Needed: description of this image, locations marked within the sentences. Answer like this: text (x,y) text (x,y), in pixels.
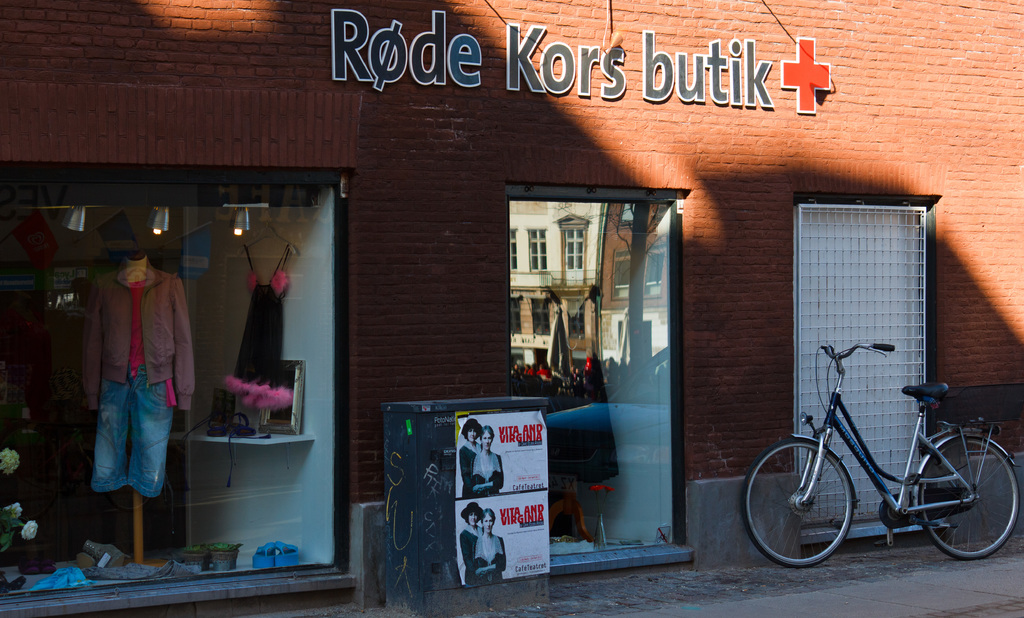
In this image I can see a building (383,267) and on the left side of this image (187,326) I can see few clothes (129,267), few lights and a plant (14,509). On the right side of this image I can see a bicycle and in the front of the building (562,460) I can see two white colour posters (512,466). On the top side of this image (376,83) I can see something is written on the building (557,108).
